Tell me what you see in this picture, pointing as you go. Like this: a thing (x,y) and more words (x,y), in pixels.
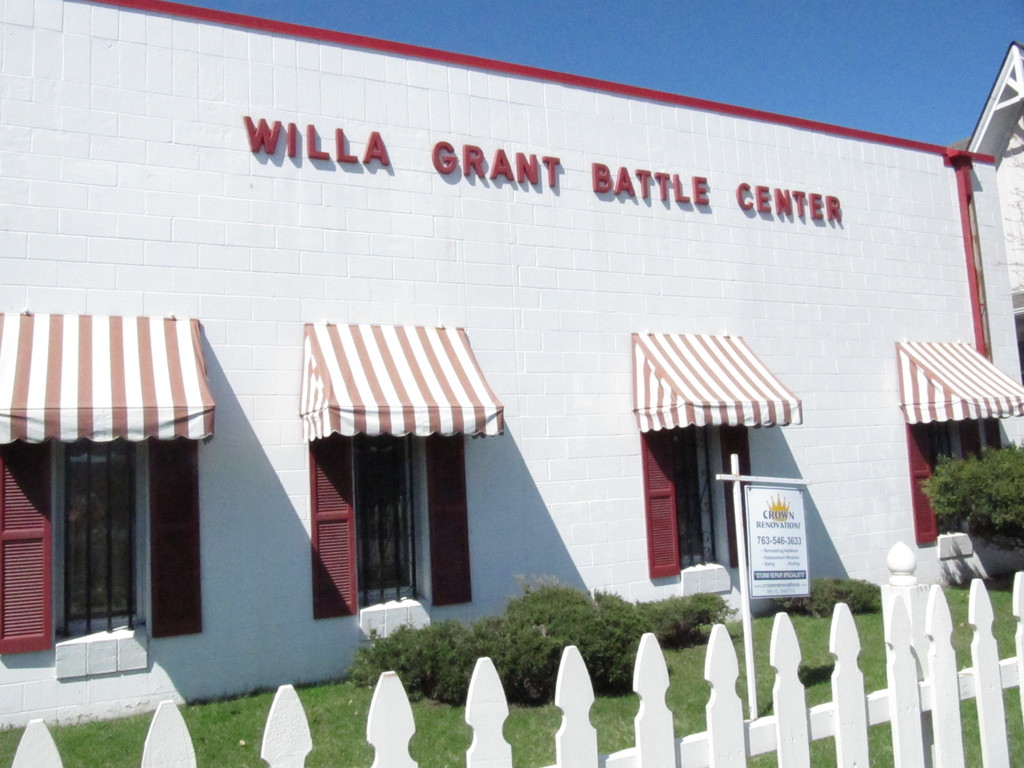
In this image, we can see a building (752,363), a board (747,510), plants (533,594), windows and there is a fence (852,673).
